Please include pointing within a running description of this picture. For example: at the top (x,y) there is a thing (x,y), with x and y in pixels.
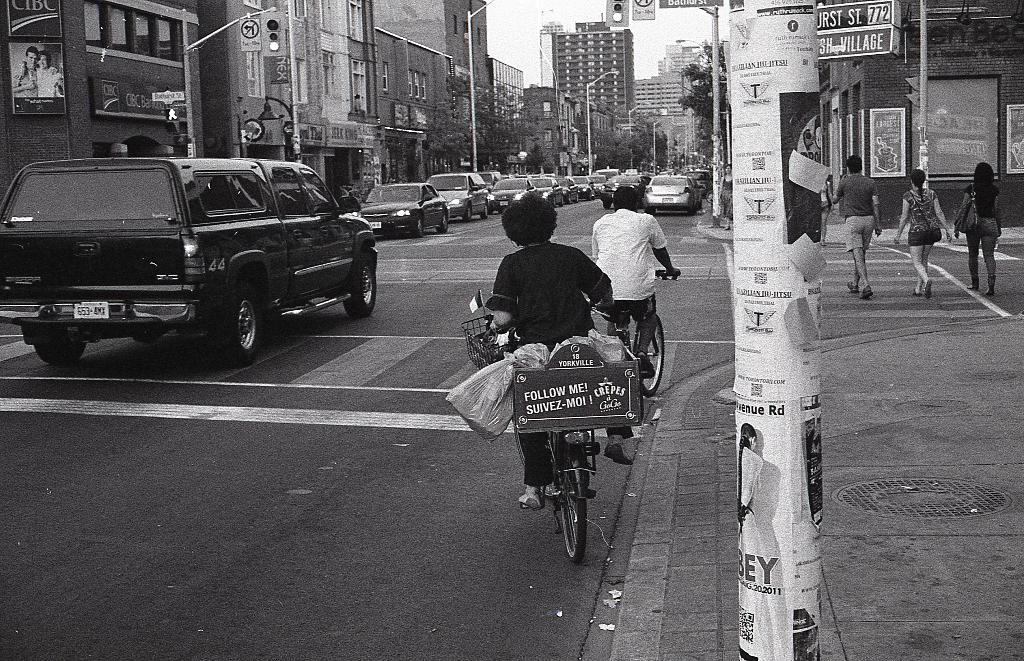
This picture shows two people (546,336) riding bicycle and we see few cars (581,197) parked on the road (427,260) and we see few people (860,179) walking on the road (932,306) and we see few buildings (71,129) and a couple of trees (697,112).
